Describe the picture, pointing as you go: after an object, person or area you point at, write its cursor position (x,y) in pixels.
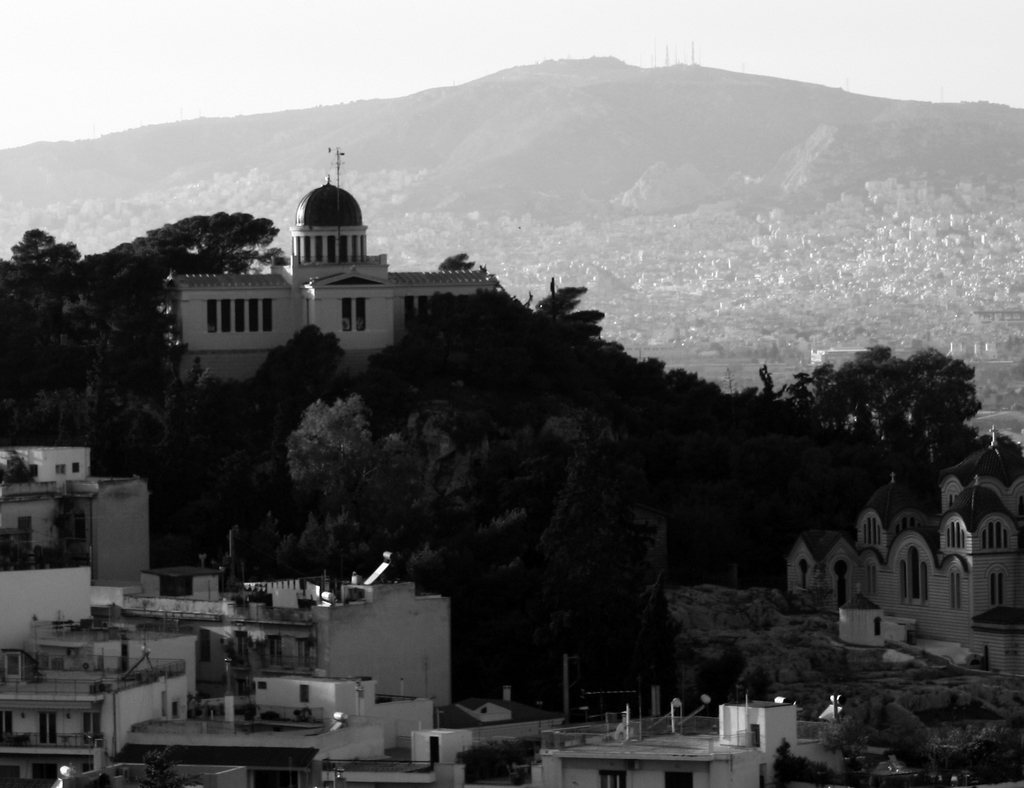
In this image in the center (415,495) there are buildings.,trees (590,613) and in the background (740,127) there are mountains (606,128) and the sky (241,44) is cloudy.
